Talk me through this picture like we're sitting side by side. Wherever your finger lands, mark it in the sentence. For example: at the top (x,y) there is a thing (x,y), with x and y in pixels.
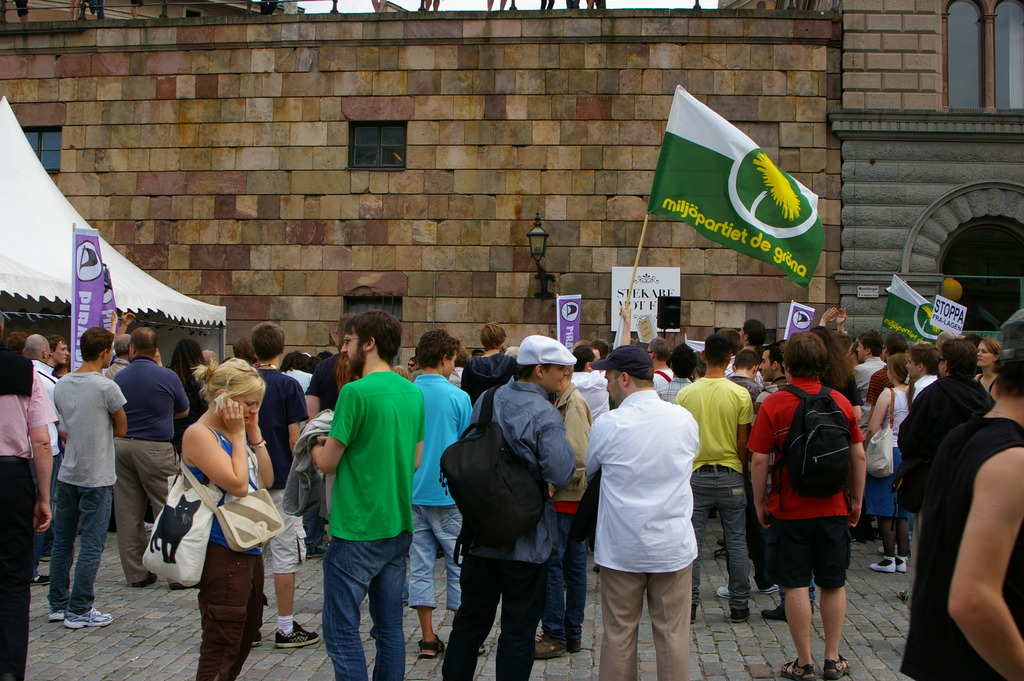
In this image there are group of people (650,409) who are standing and some of them are holding some flags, and some of them are wearing bags (502,465). In the background (322,214) there are some buildings (445,181), lights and windows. On the left side (33,256) there is a tent (147,321) and at the bottom (174,606) there is a walkway (882,597).
